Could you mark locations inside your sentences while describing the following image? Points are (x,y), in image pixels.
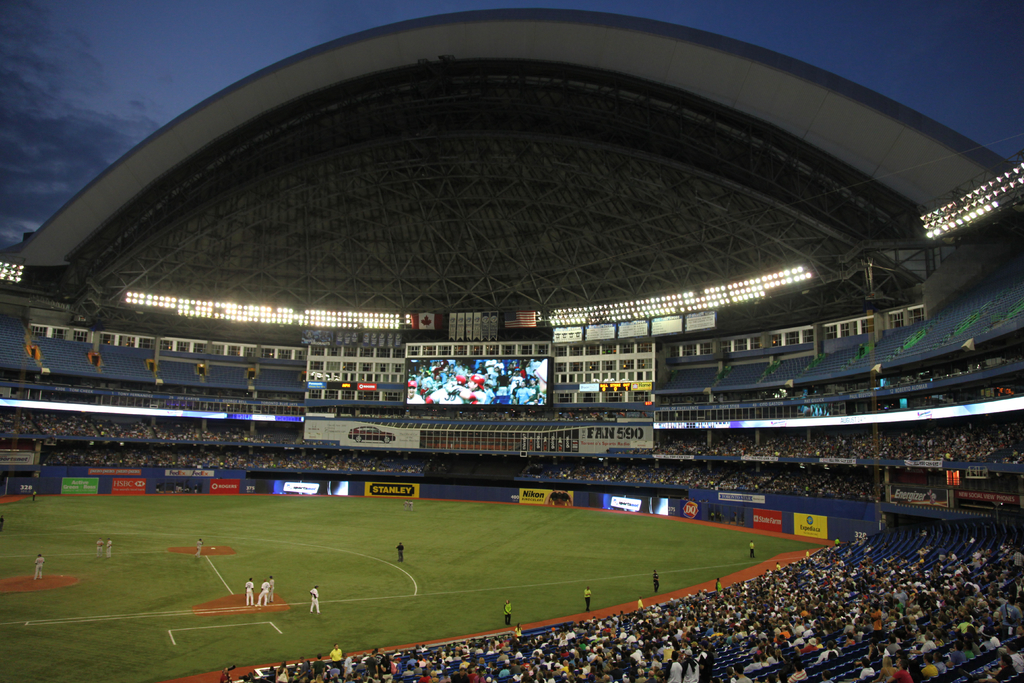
Here we can see some persons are playing on the ground (457,577). There are hoardings (603,430) and this is screen (415,361). Here we can see lights (968,195) and this is roof (490,204). There are some persons (900,588) sitting on the chairs (55,460). In the background (20,153) there is sky (859,33).
